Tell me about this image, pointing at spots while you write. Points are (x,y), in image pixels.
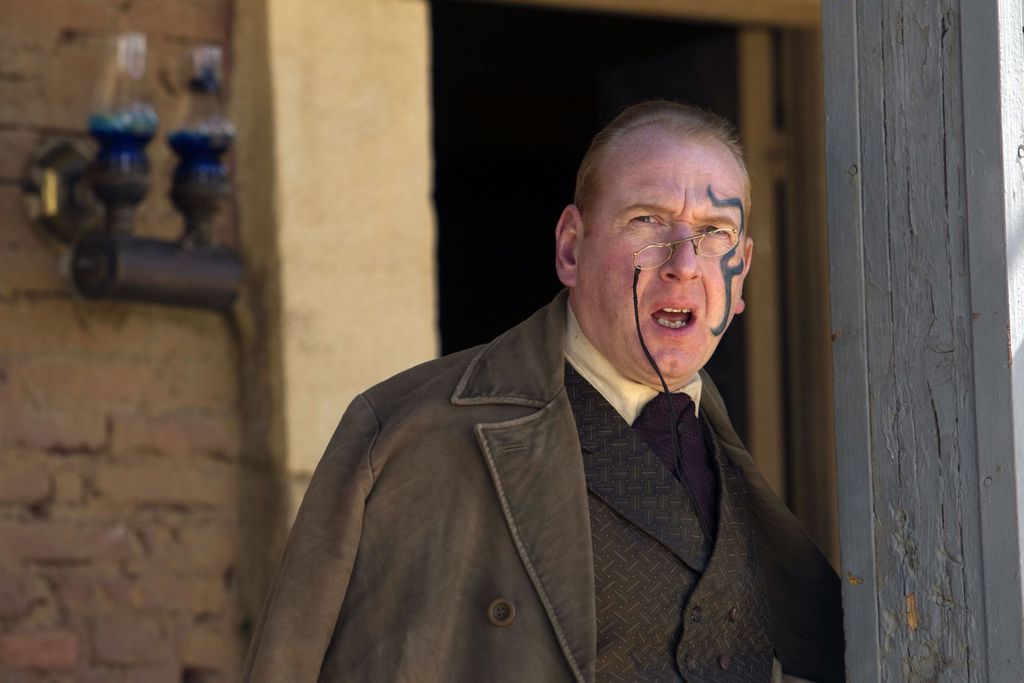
In this image we can see one person (608,463) standing near to the pillar (848,124), one door (794,107), one wall (73,133) and one object (211,150) attached to the wall (219,233).
